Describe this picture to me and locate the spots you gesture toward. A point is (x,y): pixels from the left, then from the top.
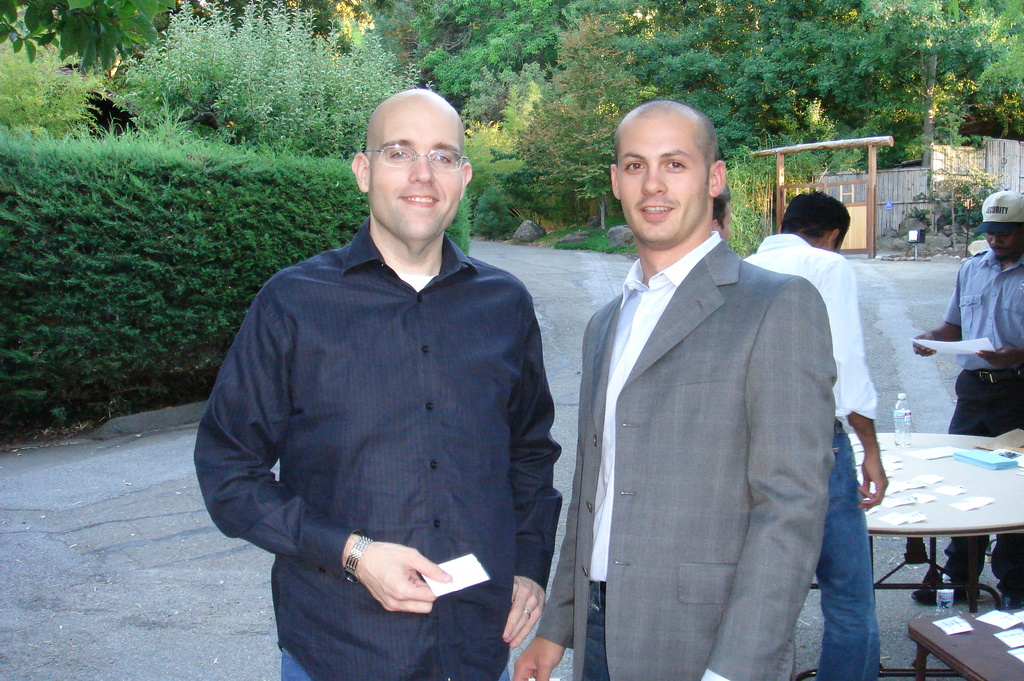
In this image there are two persons (603,362) standing and holding a card (450,585). Back to them there are two other persons (1010,250) standing also there is a round table (937,515), a wooden gate (871,180) and trees (260,109), plants (117,273).
